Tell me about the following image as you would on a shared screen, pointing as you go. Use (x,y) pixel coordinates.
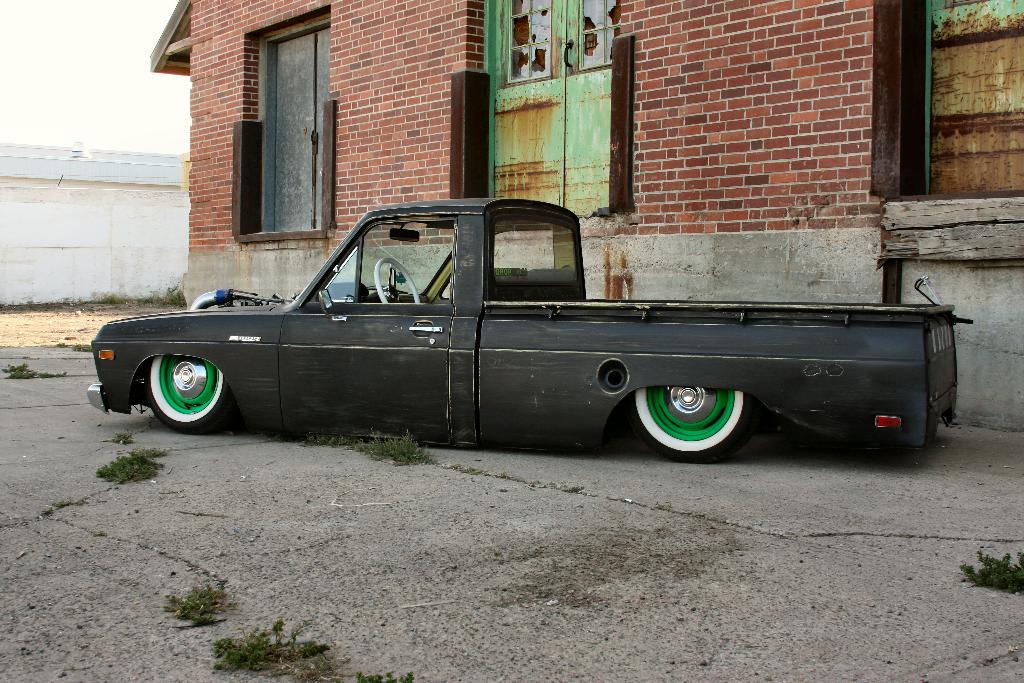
In this image there is a vehicle (525,353) on the floor (537,472) having few plants (21,370). Behind it there is a house (922,190) having windows (312,184). Left side there is a wall (51,197) on the land (23,313) having few plants (106,300). Left top there is sky (17,45).
